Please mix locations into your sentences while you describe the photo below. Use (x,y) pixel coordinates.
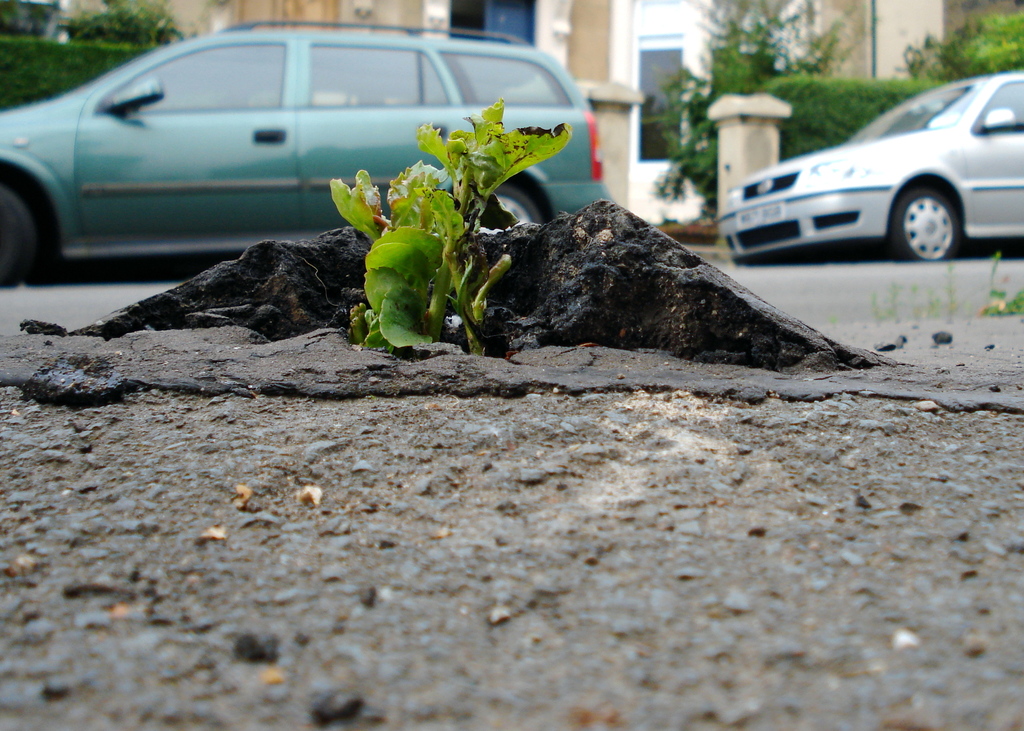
At the bottom of the image (366,592) on the ground (443,340) there is a plant (438,283). Behind the plant (419,283) there is soil (640,271). Behind the plant (451,231) there are cars (246,154) on the road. Behind them there is a fencing wall (624,110) with pillars (606,101) and bushes (783,93). And also there is a building (668,133) with walls (196,27).
